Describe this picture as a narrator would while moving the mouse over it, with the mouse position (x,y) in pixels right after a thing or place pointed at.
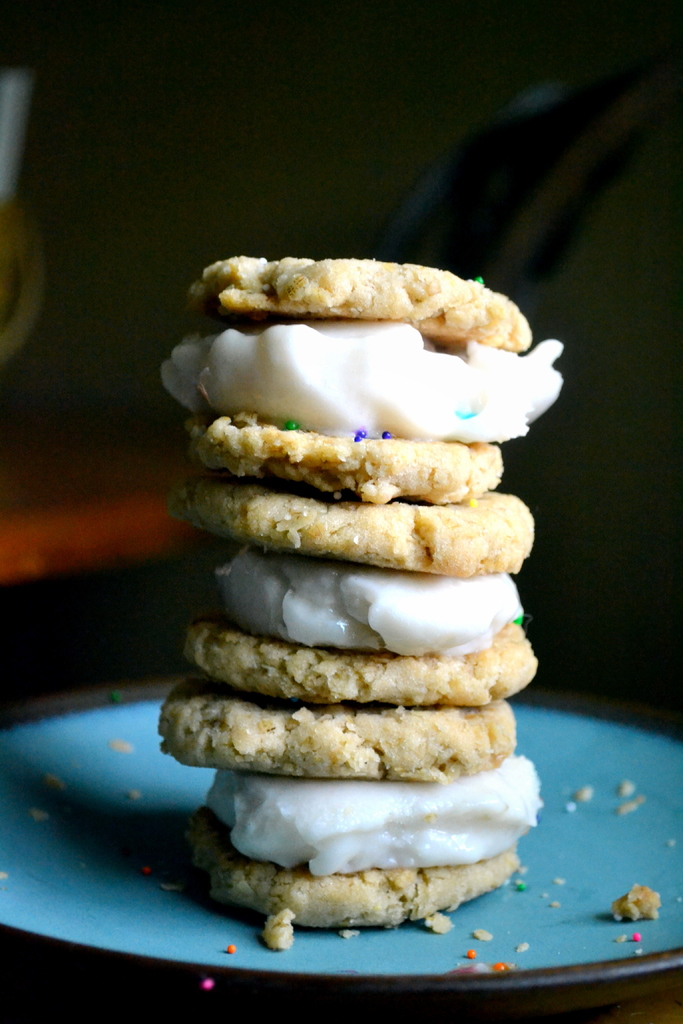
Here we can see food (243,719) and a plate (402,950). There is a dark background (155,653).
